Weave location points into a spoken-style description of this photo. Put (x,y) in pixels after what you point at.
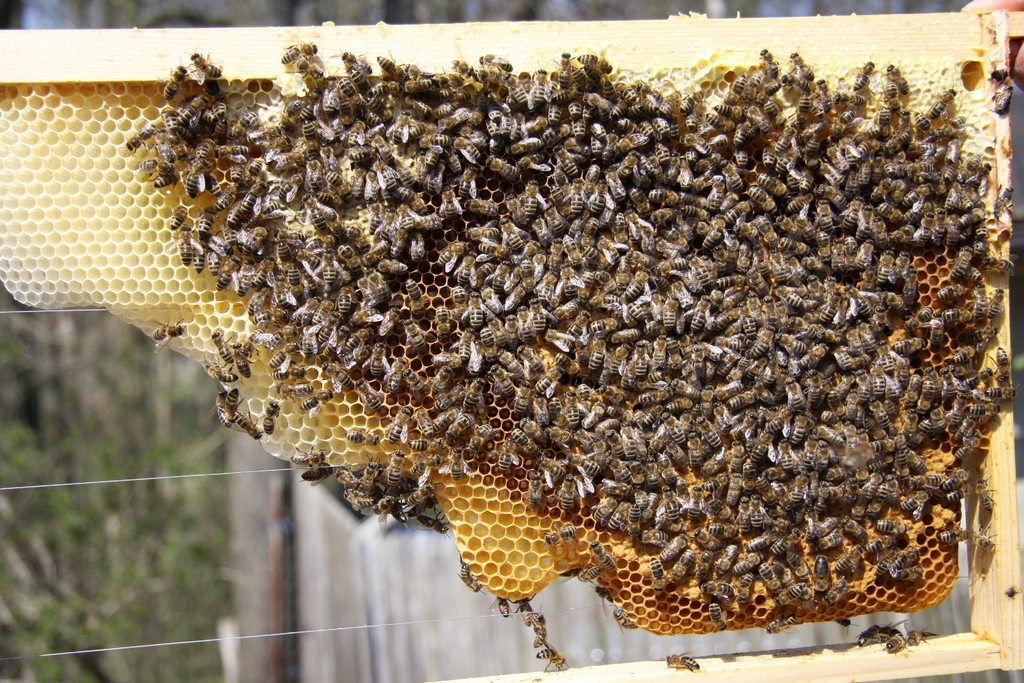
In this image there are honey bees (643,363) on the honeycomb (463,481), and at the background (142,412) there are wires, plants (86,459).
